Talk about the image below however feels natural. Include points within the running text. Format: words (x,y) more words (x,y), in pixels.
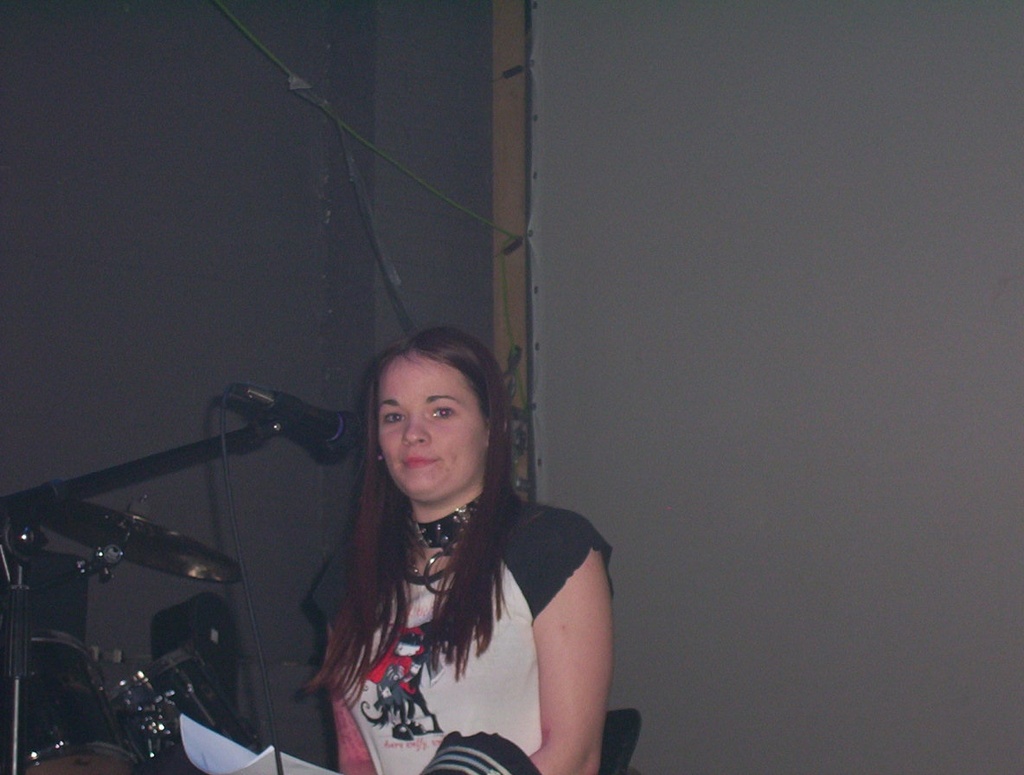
In this image we can see a woman (421,655) holding papers (234,756). In the left side of the image (189,667) we can see some musical instruments (121,536) and a microphone (285,412) with cable (224,440) placed on stands (238,434). In the background (772,421), we can see curtain (555,231) tied with ropes (505,232) and a wood piece (499,243) on the wall (482,178).
